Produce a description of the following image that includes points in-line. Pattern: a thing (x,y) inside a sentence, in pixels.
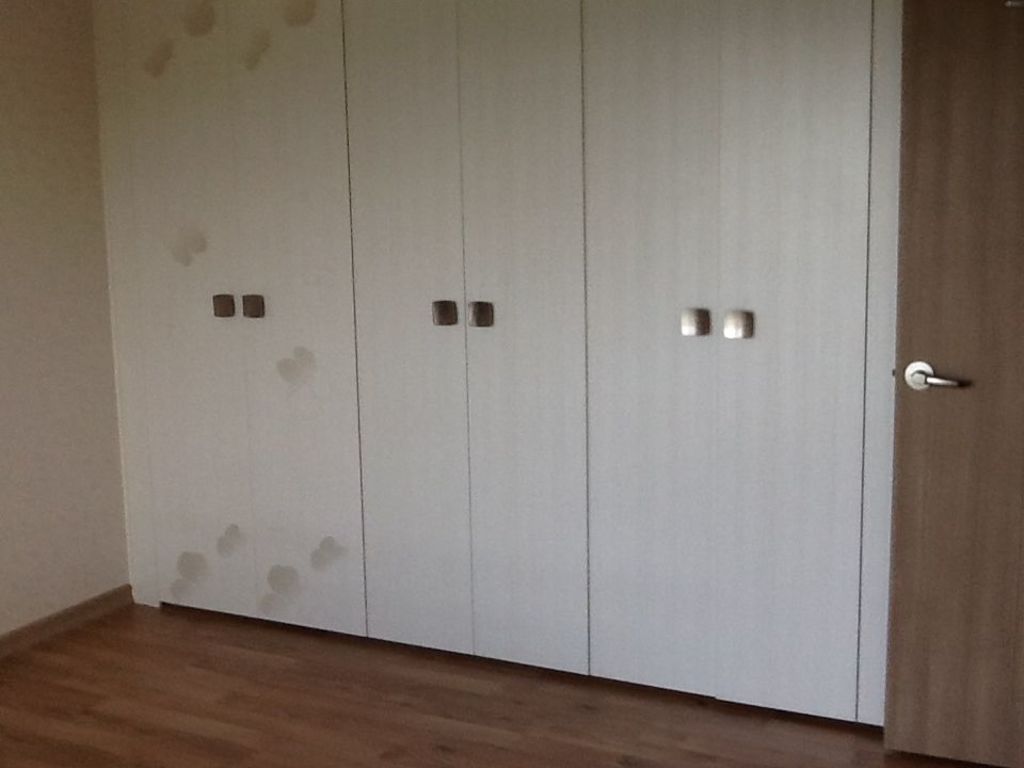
In this image we can see cupboards (563,609), wooden floor (287,670) and door (979,529) with handle (933,381).
